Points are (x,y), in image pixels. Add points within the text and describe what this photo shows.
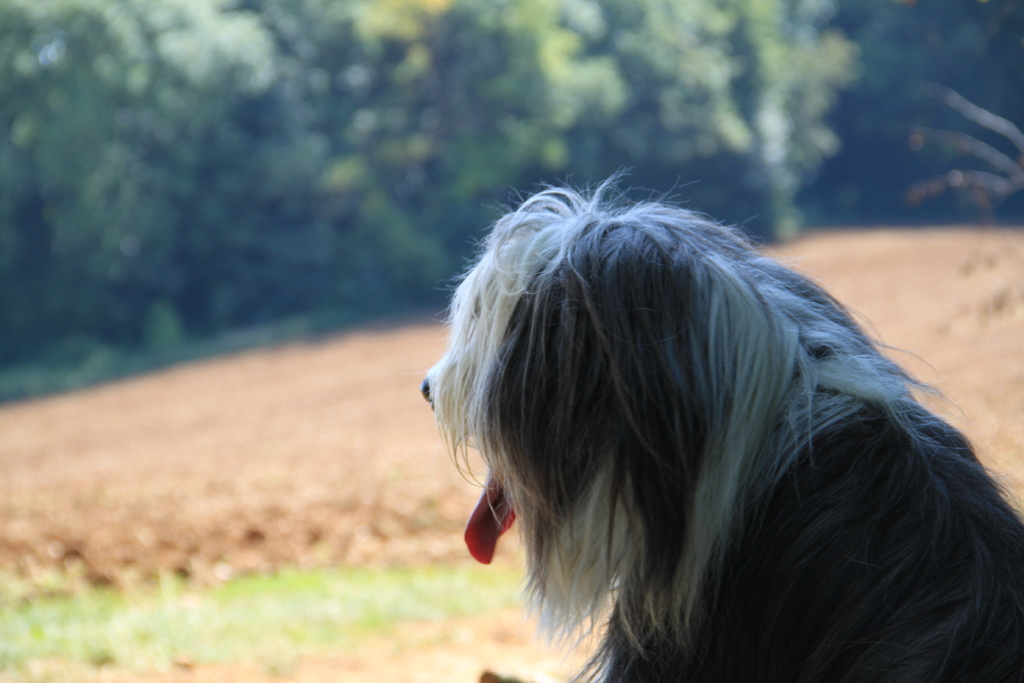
In this image we can see one dog (765,378) in the ground (70,479), so many trees (407,179), plants (30,392) and grass (263,586) on the ground (352,417).
